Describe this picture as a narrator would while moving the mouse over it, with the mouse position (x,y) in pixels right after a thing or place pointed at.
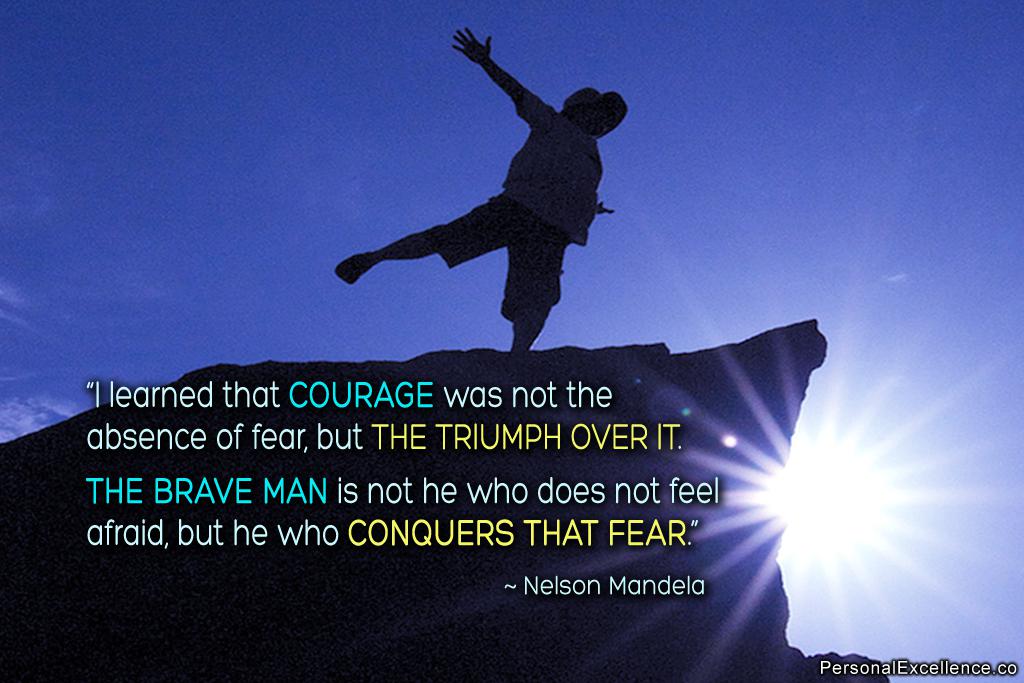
In this image we can see a person (563,164) on the rock (500,659), also we can see the sun (788,497), and the sky (348,351), and there are some text (532,479) on the image.
